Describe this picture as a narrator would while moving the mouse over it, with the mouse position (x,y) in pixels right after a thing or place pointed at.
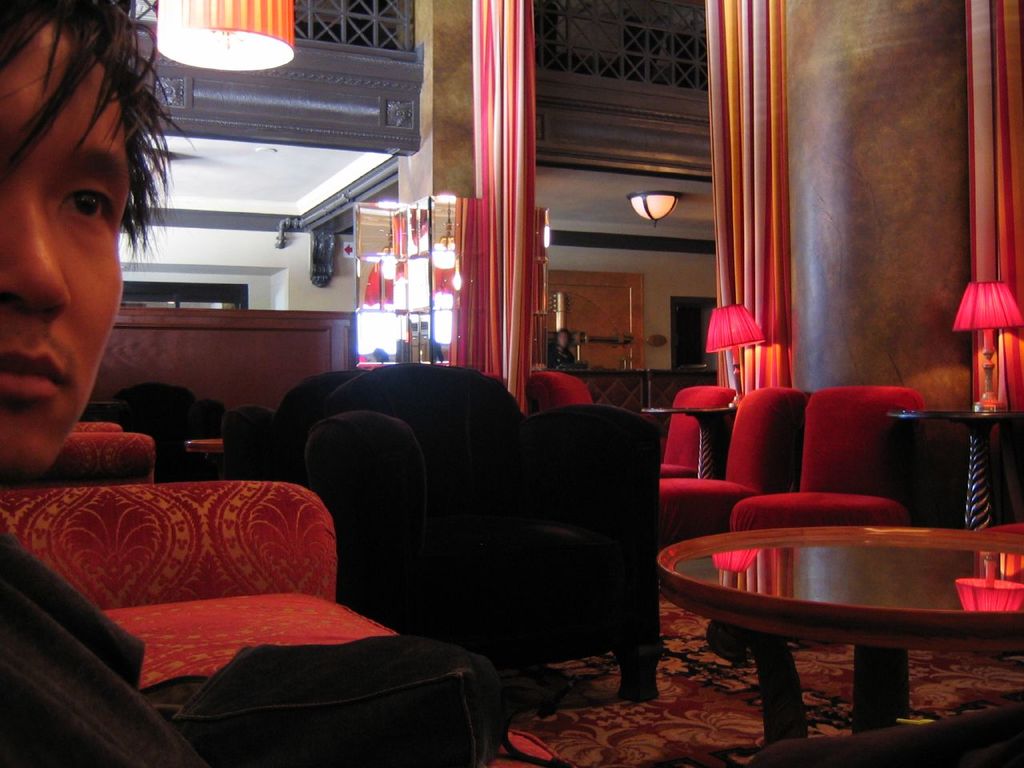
In this Image I see a man (157,724) and there are lot of chairs (302,501), tables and lamps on the tables (978,429). In the background (934,350) I see the curtains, wall (914,166) and the ceiling (327,159).
